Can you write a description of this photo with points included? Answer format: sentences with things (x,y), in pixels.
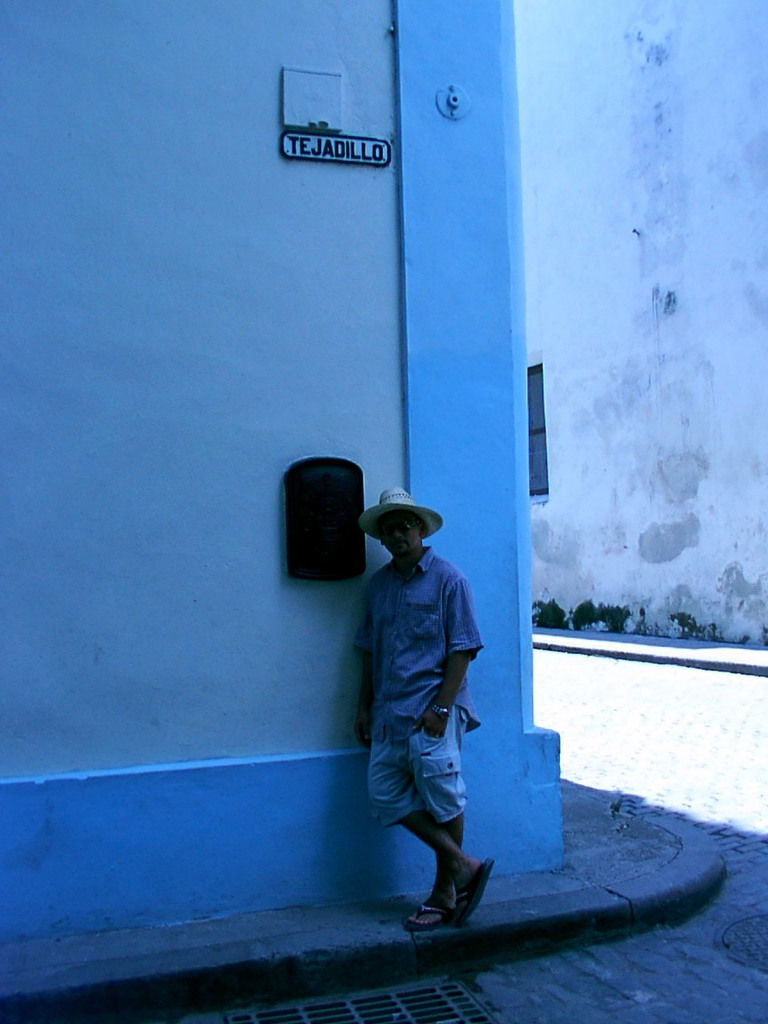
In this image in the front (377,760) there is a person (436,713) standing. In the background (430,375) there are walls (474,339) and there is some text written on the wall (325,184).
